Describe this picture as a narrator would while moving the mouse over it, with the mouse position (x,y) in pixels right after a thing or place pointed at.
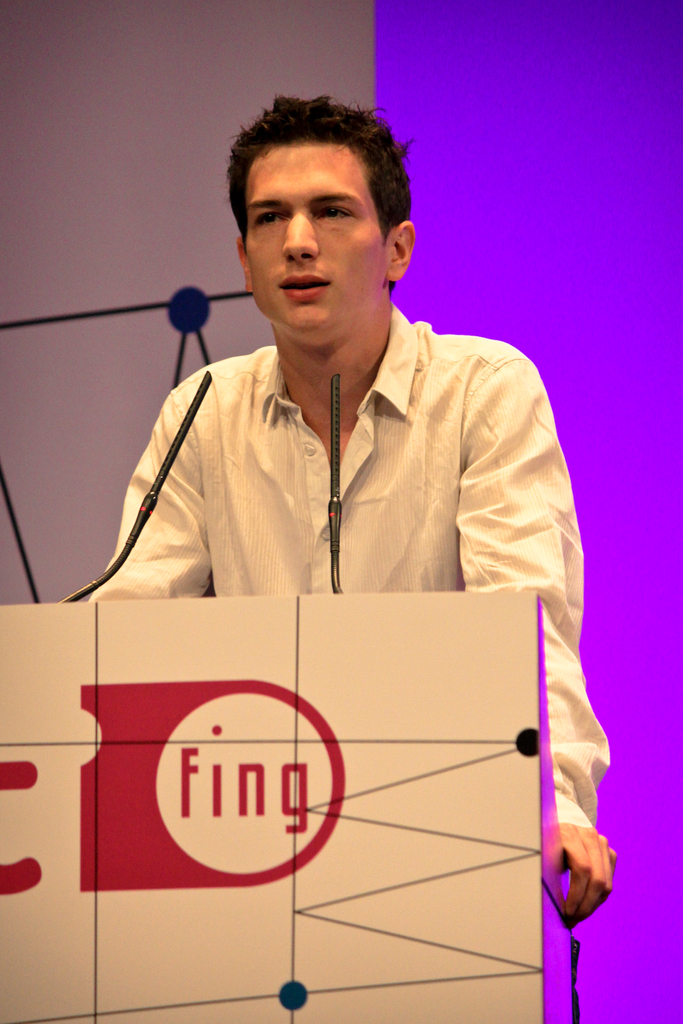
In this image I can see the person (483,488) wearing cream colored shirt (460,496) is standing behind the podium (277,767) and on the podium (189,739) I can see two microphones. I can see the purple, pink, white and black colored background (575,155).
